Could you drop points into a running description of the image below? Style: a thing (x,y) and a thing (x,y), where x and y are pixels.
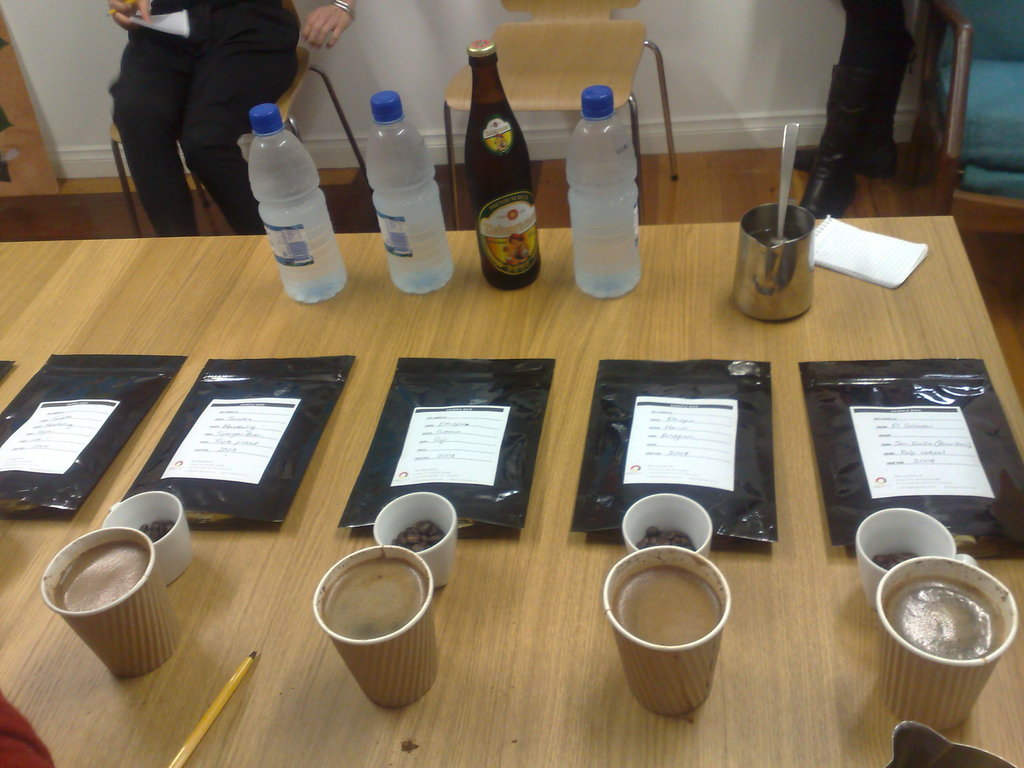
In this picture we can see there is a table (302,624) and on the table (306,620) there are cups (90,599) with some liquid (370,580), pen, book (830,240) and some other items (508,436). Behind the table (188,311) a person (227,121) is sitting on a chair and another person (848,88) is standing. Behind the people (219,69) there is a wall (748,36).
